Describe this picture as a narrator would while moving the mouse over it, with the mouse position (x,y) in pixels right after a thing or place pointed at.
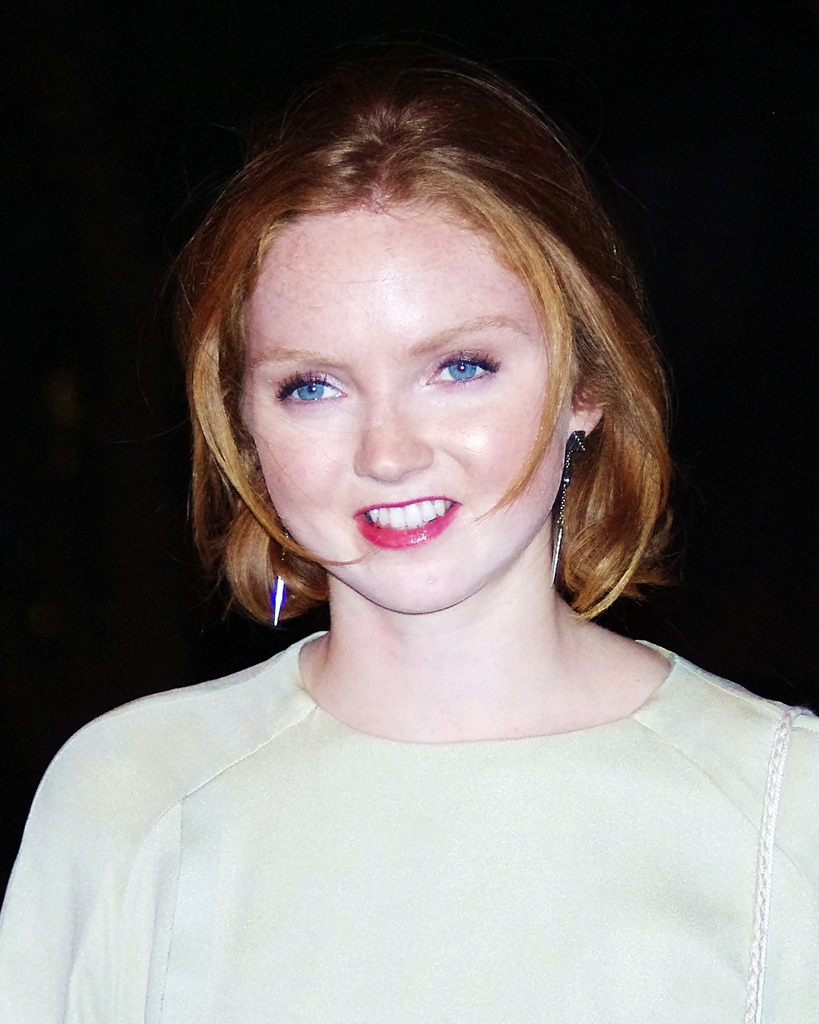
In this we can see a girl (401,563) whose eye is in blue color and she is wearing white color dress (389,921).
